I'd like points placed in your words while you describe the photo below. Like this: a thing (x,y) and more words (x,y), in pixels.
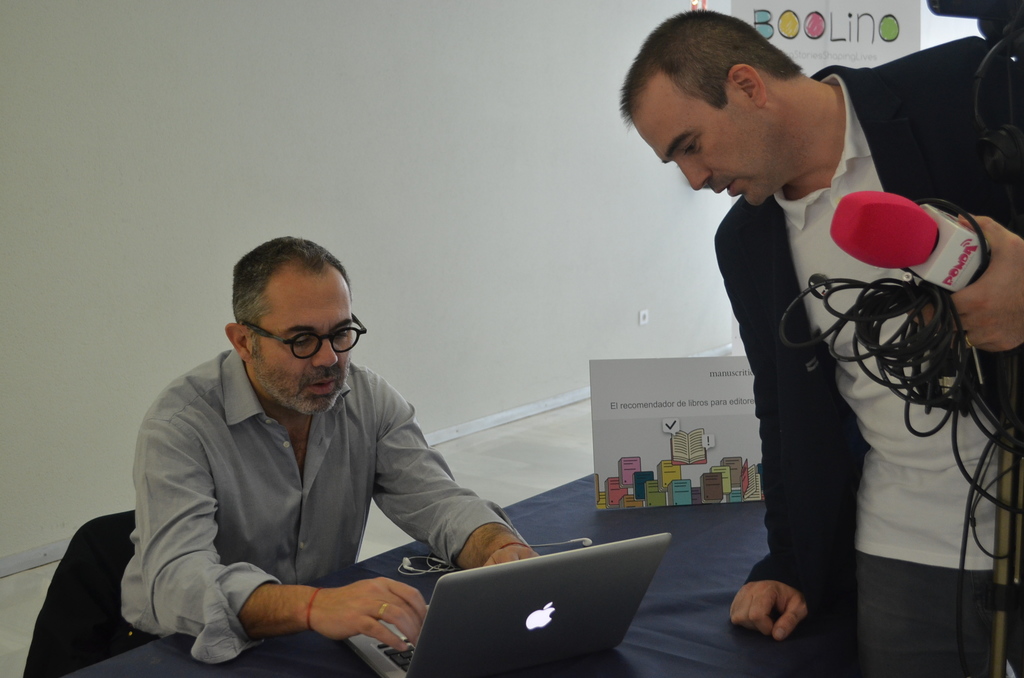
The man (221,504) in grey shirt (168,565) who is wearing spectacles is sitting on the chair (93,557). In front of him, we see a table (293,657) on which laptop (604,598), earphones (441,560) and a white board (625,457) with text (700,403) written on it is placed. He is operating the laptop (615,561). The man (996,248) on the right side of the picture (775,307) wearing white T-shirt (825,262) and black blazer (790,406) is holding a microphone (952,252) and cables (865,329) or wires (933,284) in his hand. Behind him, we see a white poster (878,34) with text (761,16) written on it. In the background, we see a white wall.
